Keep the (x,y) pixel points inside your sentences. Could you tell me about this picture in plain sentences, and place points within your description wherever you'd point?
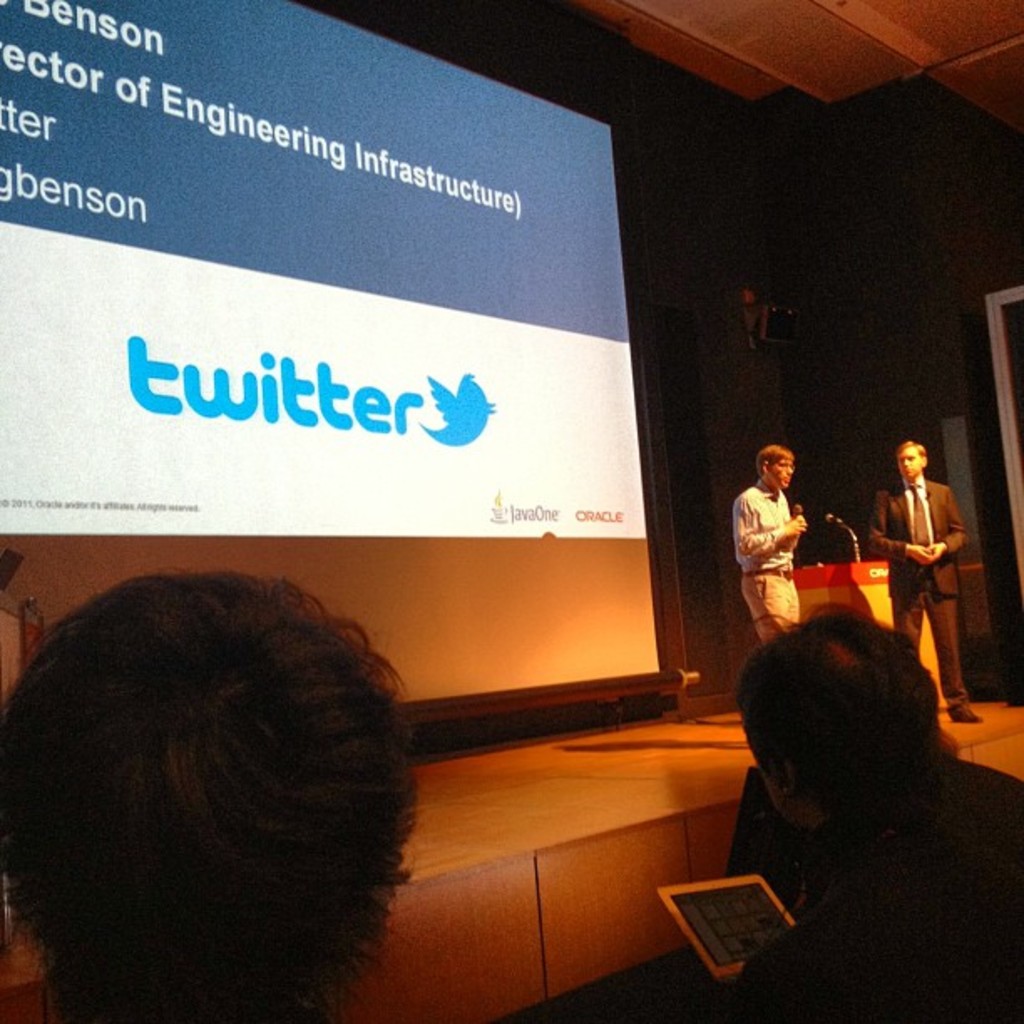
As we can see in the image there is screen (331,303), wall (938,214), mic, few people (778,568) and tablet (779,924). On screen (402,204) there is something written.
